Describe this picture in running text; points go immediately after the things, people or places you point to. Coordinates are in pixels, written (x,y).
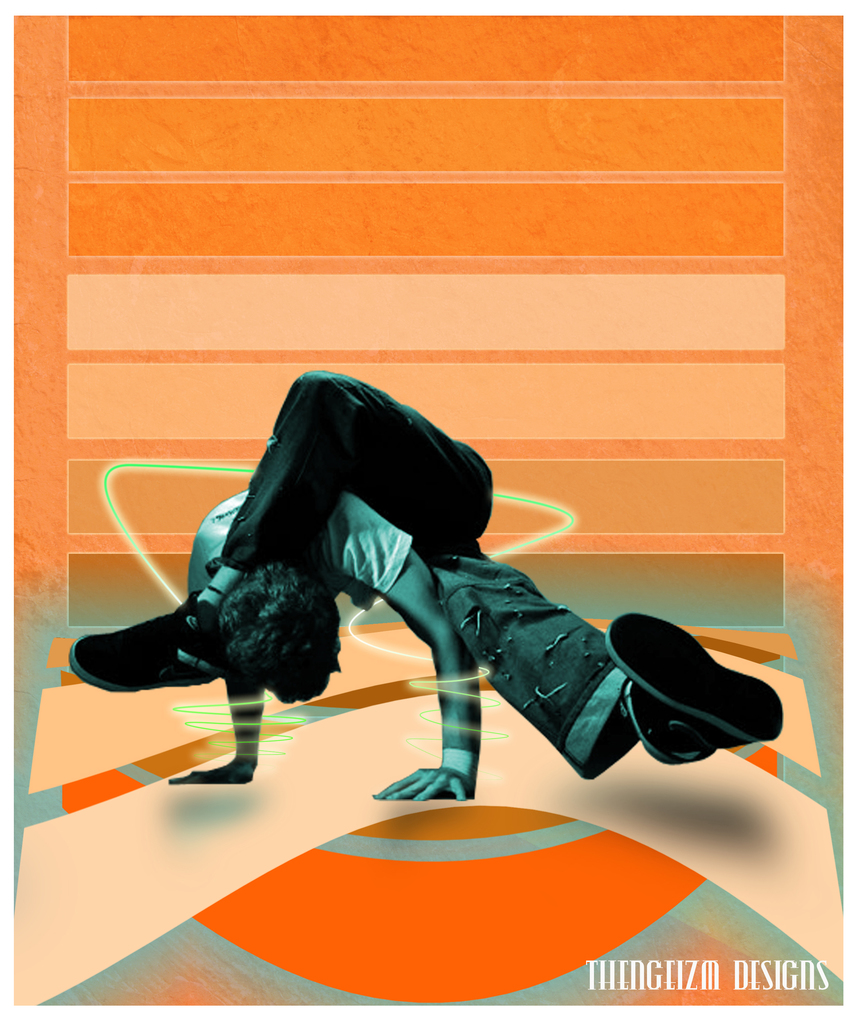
In the picture we can see an image of a person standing on his hands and keeping his legs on the neck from the back side and in the background (299,244) we can see a wall (50,565) with orange colored lines (737,389).
